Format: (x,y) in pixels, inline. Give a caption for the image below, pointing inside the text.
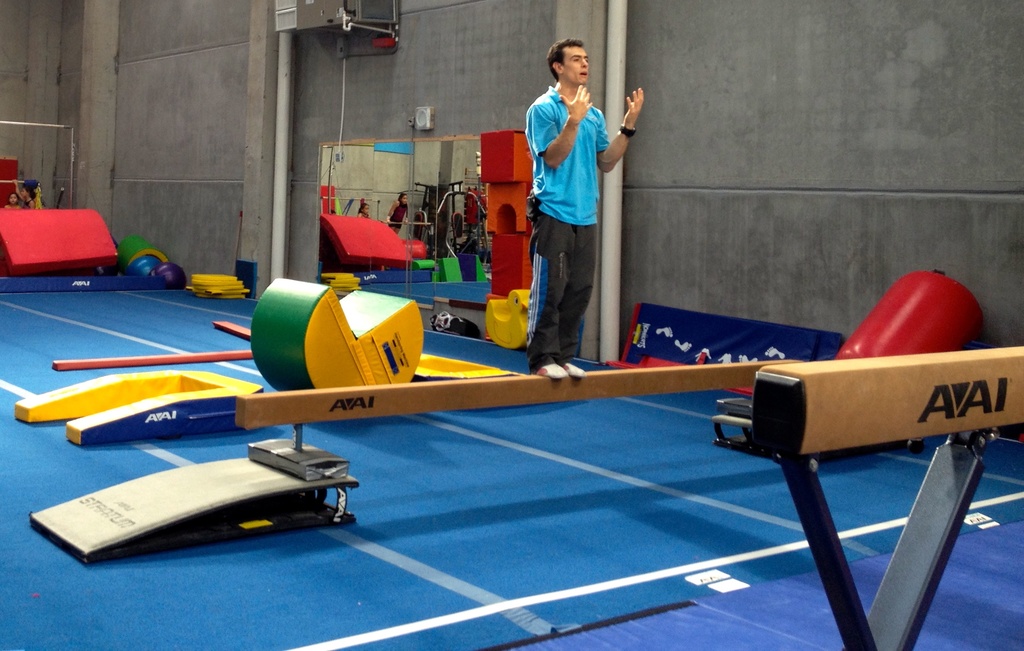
In the image we can see a man (548,214) standing, wearing clothes (577,323) and the man (559,367) is standing on the wooden pole (432,390). There is a carpet (312,580) blue in color and there are many other things (284,356). There is even a mirror (370,224) stick to the wall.
